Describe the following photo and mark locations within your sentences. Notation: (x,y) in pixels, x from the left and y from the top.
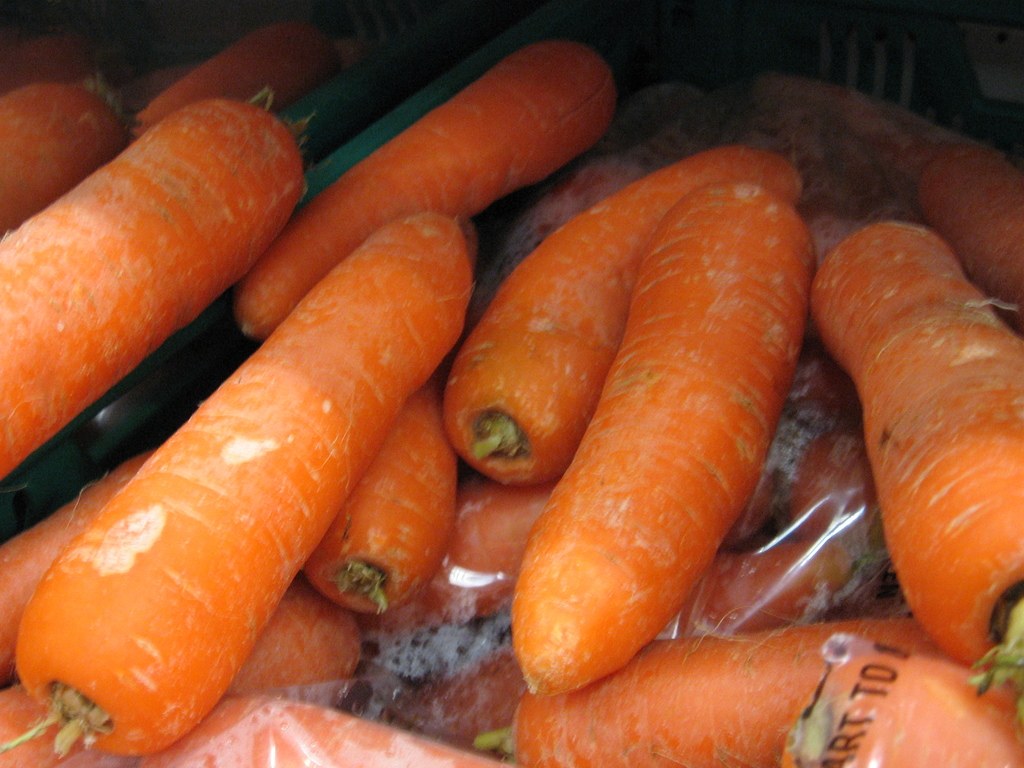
In the center of the image (663,352) there are carrots (571,648).
